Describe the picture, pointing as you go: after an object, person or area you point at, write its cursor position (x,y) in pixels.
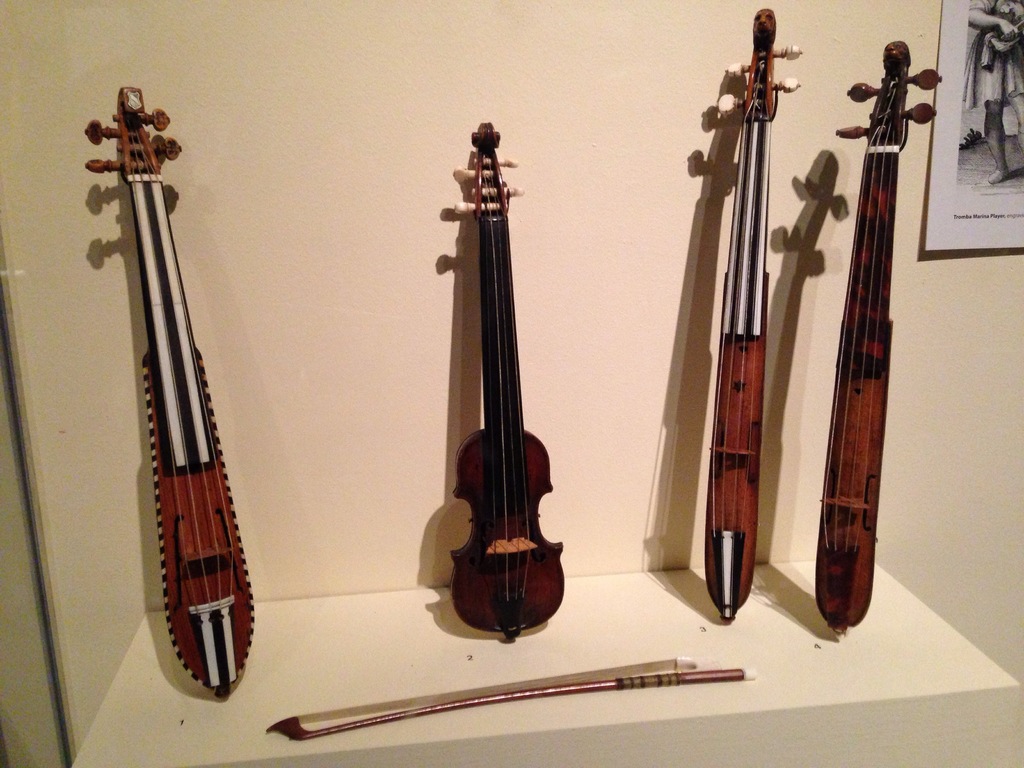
In this picture we can see a violin (552,566) and few other musical instruments (878,323) on the table (784,647), in the background (811,487) we can see a poster (960,55) on the wall (962,330).
